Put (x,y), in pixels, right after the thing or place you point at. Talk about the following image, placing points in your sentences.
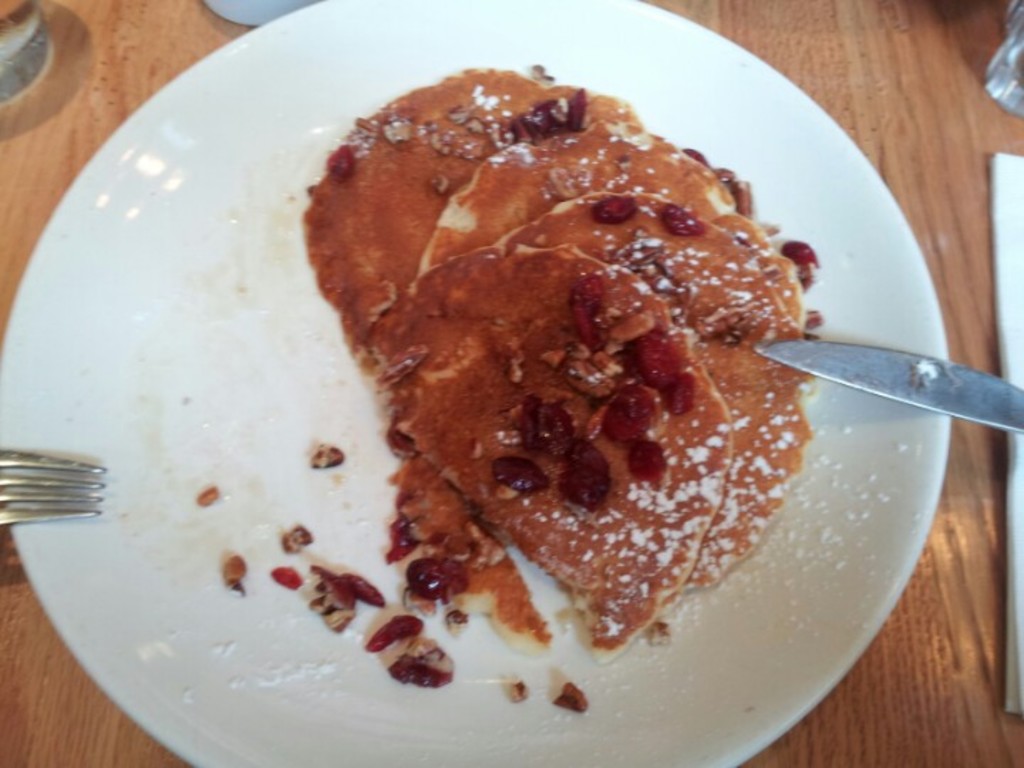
In this image there is a food item (457,360) on a plate (818,409), beside the plate (825,393) there is a knife (825,377) and a fork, the plate (206,363) is on top of a table (989,598).
